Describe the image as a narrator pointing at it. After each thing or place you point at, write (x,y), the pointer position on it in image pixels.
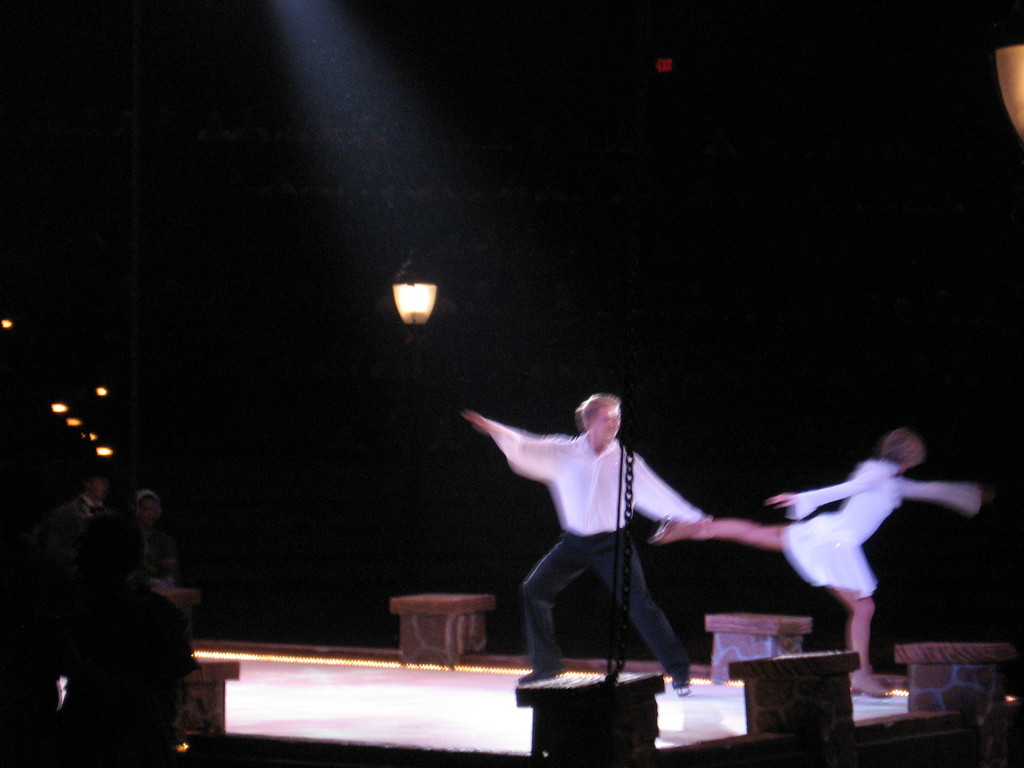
In this image there are persons (554,551) performing on the stage (409,693) in the center (580,509). On the left side (112,538) there are persons (119,563). At the top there is a light (404,288) hanging. In the front (585,691) there are walls (944,674) and there is a black colour stand (598,718).
